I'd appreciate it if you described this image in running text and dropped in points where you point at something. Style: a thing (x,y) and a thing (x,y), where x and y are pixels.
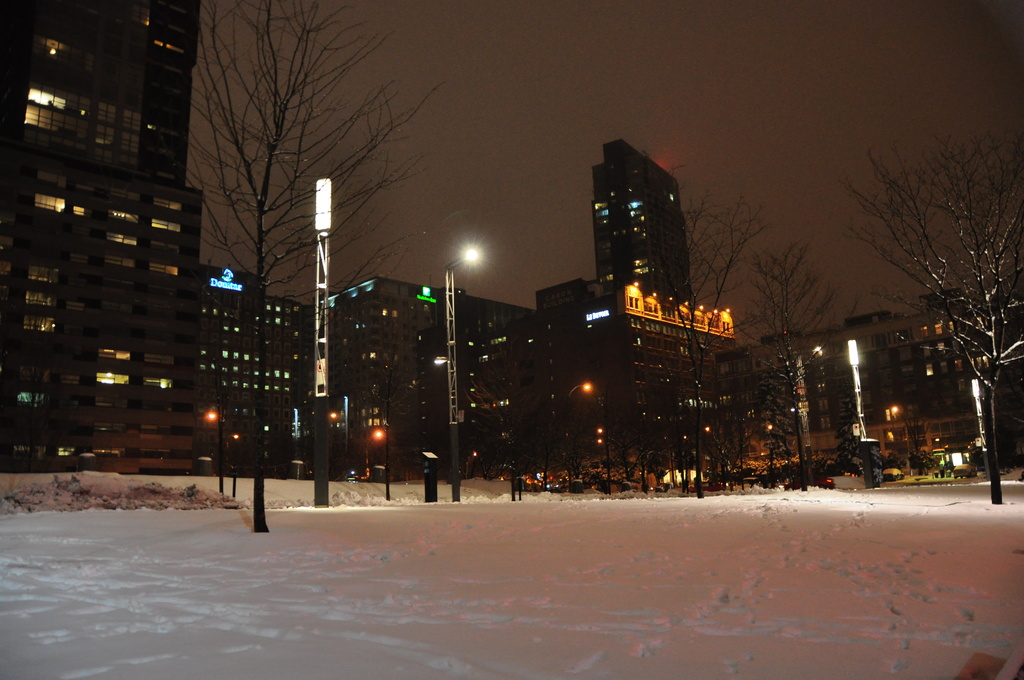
In this image we can see the road (31,631) is covered with snow (414,572), we can see the light poles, trees (997,348), tower buildings (504,397) and the dark sky (504,142) in the background (827,171).
